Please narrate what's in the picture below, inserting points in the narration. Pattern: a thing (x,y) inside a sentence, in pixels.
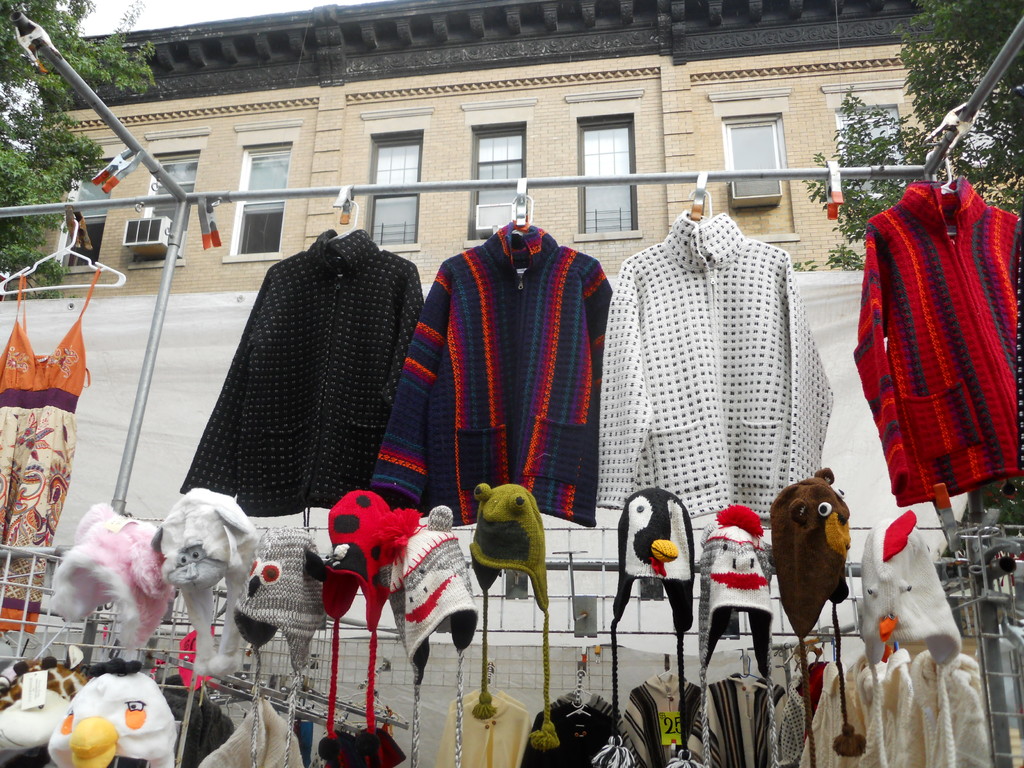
In the foreground (517,349) I can see different types of caps (539,531) and clothes (567,460) are hanged on a metal rod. In the background (545,222) I can see buildings (572,230), trees (104,62), windows (580,200) and the sky (142,5). This image is taken may be during a day.
